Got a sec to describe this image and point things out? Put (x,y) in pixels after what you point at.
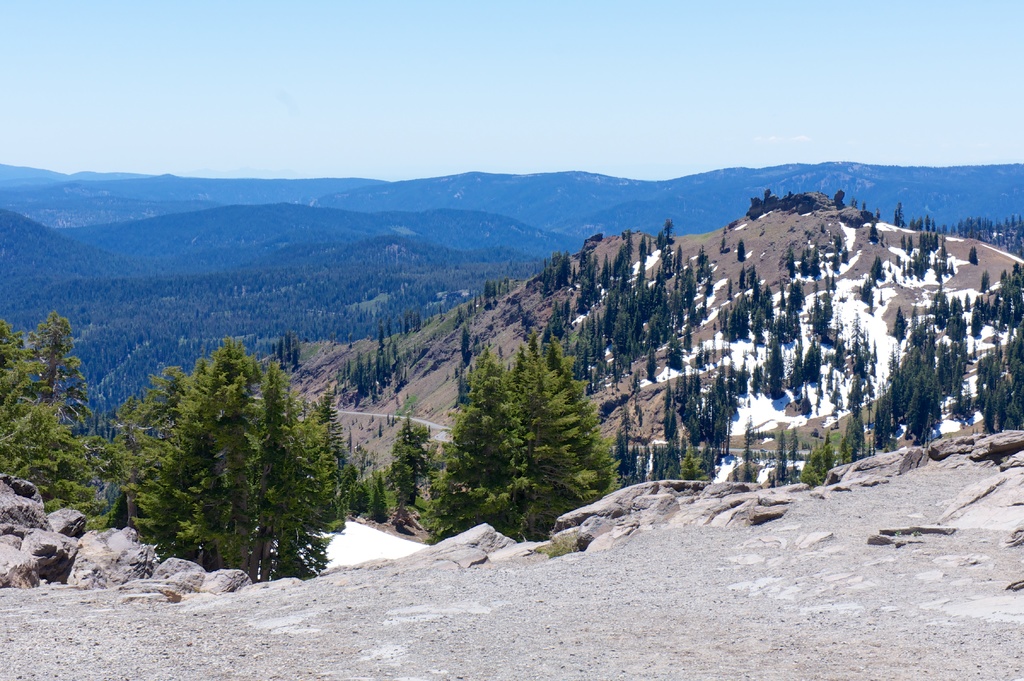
It is a hill station (579,634), there are many rocks (42,516) beside the land (711,530) and around the rocks (67,514) there are few trees (562,449) and in the background (616,262) there is a big sand mountain (814,290) with some snow (833,314) and trees (618,292) on that.
